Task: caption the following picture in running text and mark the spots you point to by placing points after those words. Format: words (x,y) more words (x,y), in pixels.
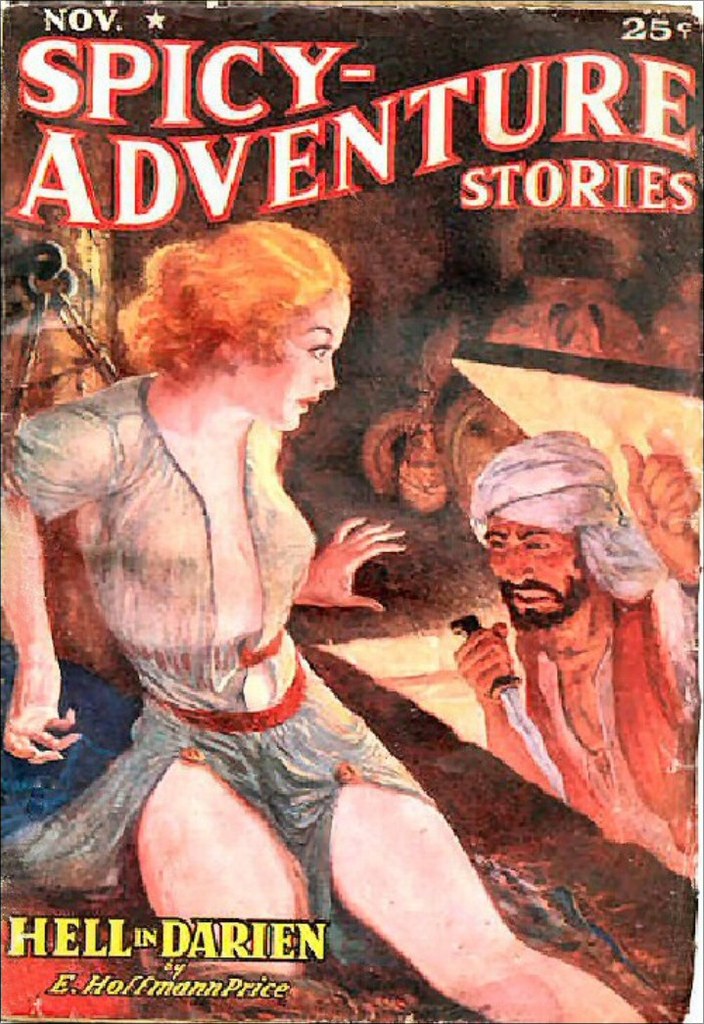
In the foreground of this picture (315,535) there is a drawing (296,509) of a woman (249,537) seems to be sitting on the ground (464,770). On the right (581,472) there is a picture (564,597) of a man (573,590) holding a knife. In the background (521,357) there are some items (41,302) and we can see the text (315,155) on the image.
